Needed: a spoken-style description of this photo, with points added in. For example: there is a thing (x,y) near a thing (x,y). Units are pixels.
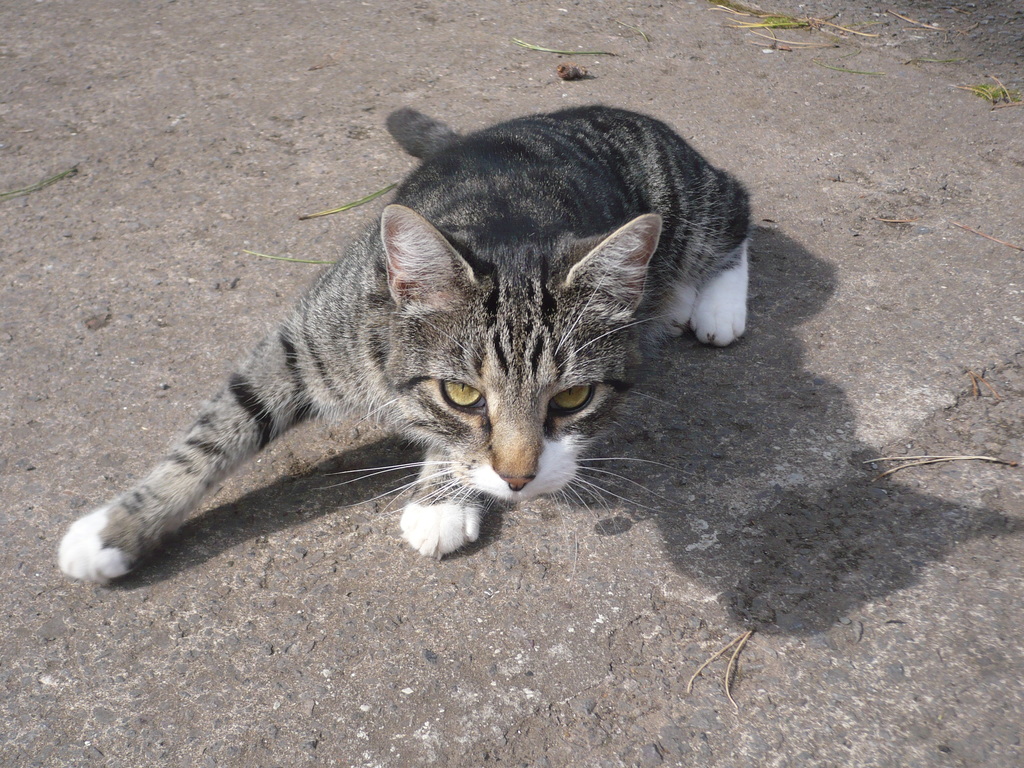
There is a cat (648,288) in the center of the image (539,313).
